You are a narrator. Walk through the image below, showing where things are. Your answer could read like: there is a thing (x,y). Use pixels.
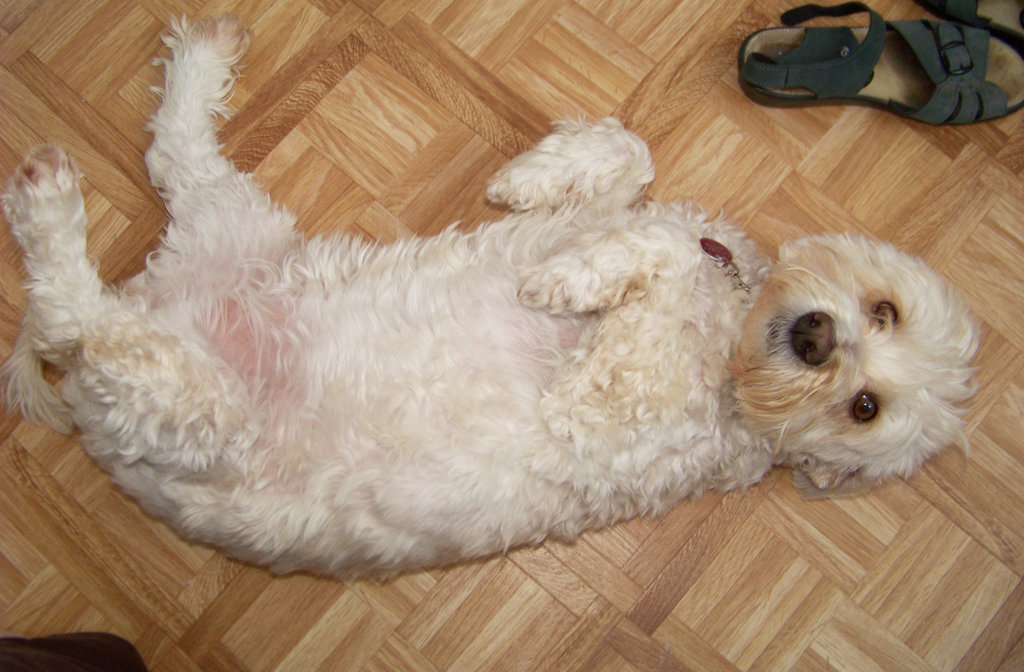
In this image there is a dog (233,248) on a floor (595,91), in the top right (779,96) there is a slipper (939,64).
